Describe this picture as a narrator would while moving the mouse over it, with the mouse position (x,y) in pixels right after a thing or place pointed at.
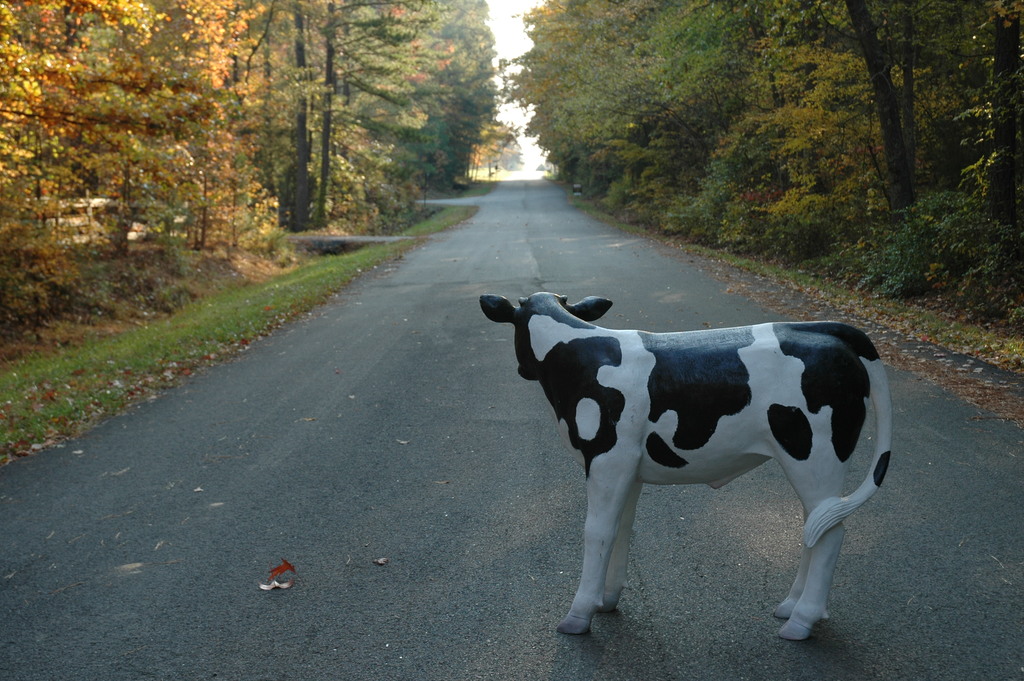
In this image I can see a statue (600,298) of a lamb (682,337) or a cow (542,344) facing towards the back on the road (307,498). I can see trees (236,165) on both sides of the road (11,479).
